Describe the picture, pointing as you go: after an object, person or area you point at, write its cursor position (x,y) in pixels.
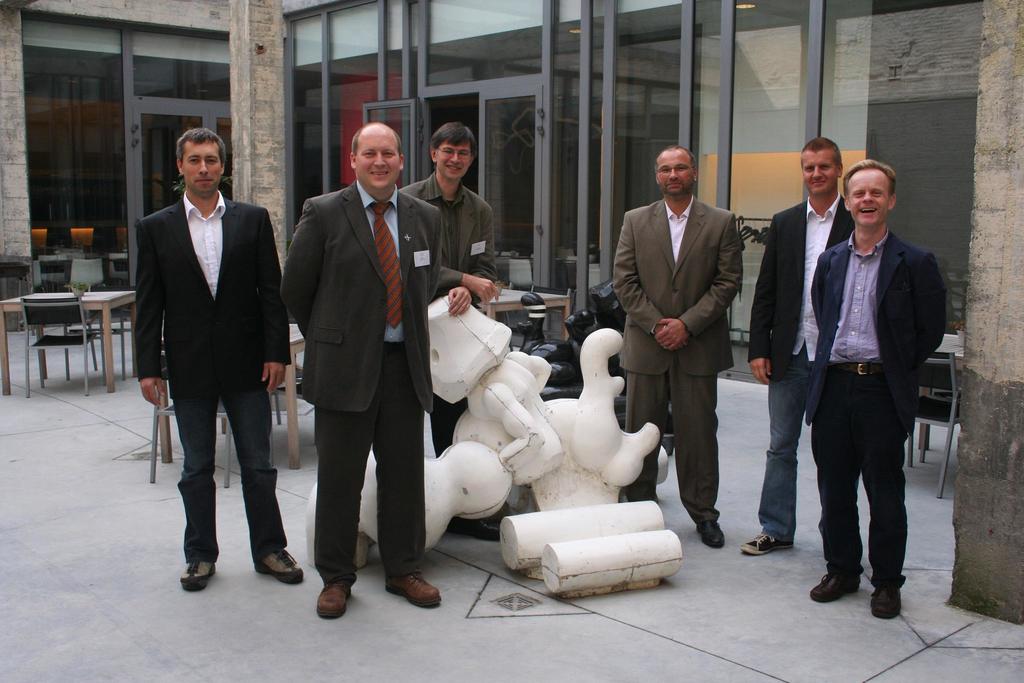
In this image we can see a group of people (377,309) and a sculpture (579,479) in front of them. Behind the person (136,324) there are some chairs (58,301) and tables (106,312). We can see a wide glass wall (389,68) behind them.
